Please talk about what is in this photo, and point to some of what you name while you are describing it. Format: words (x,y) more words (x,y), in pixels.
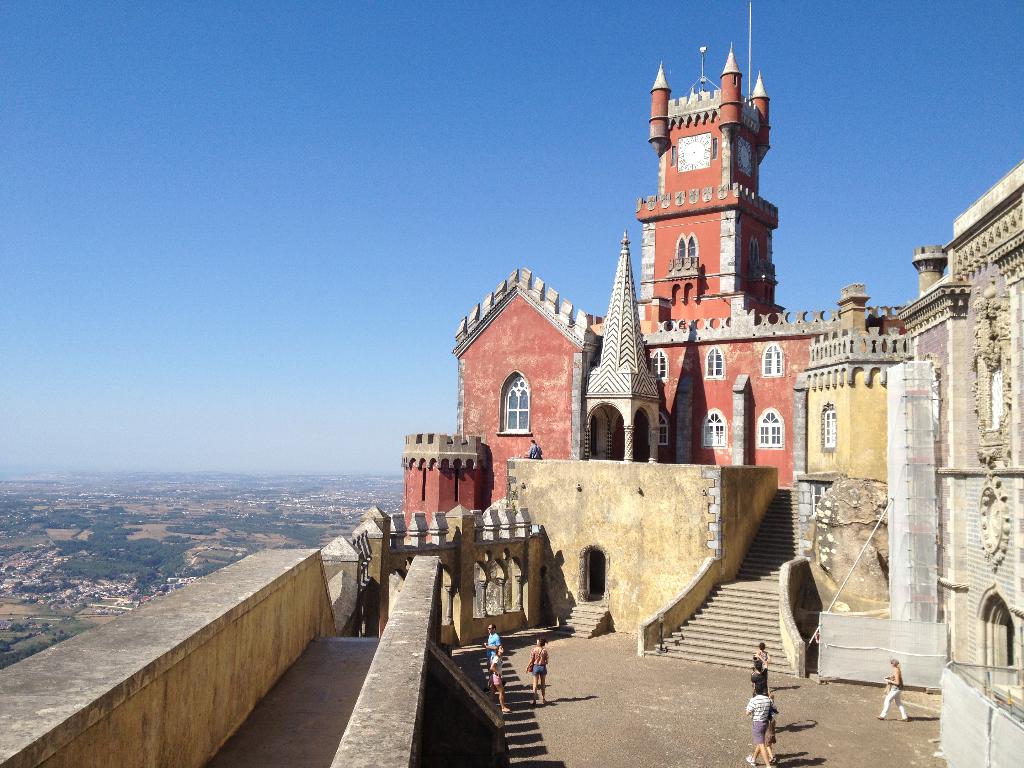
This is an outside view. On the right side (707,453) there is a building (741,432). At the bottom (903,704) few people (892,697) are walking on the floor (692,700). In front of this building (758,433) there are stairs (743,591). On the left side (107,573) there are many buildings (33,574) and trees (108,564). At the top of the image (275,156) I can see the sky (147,233) in blue color.
